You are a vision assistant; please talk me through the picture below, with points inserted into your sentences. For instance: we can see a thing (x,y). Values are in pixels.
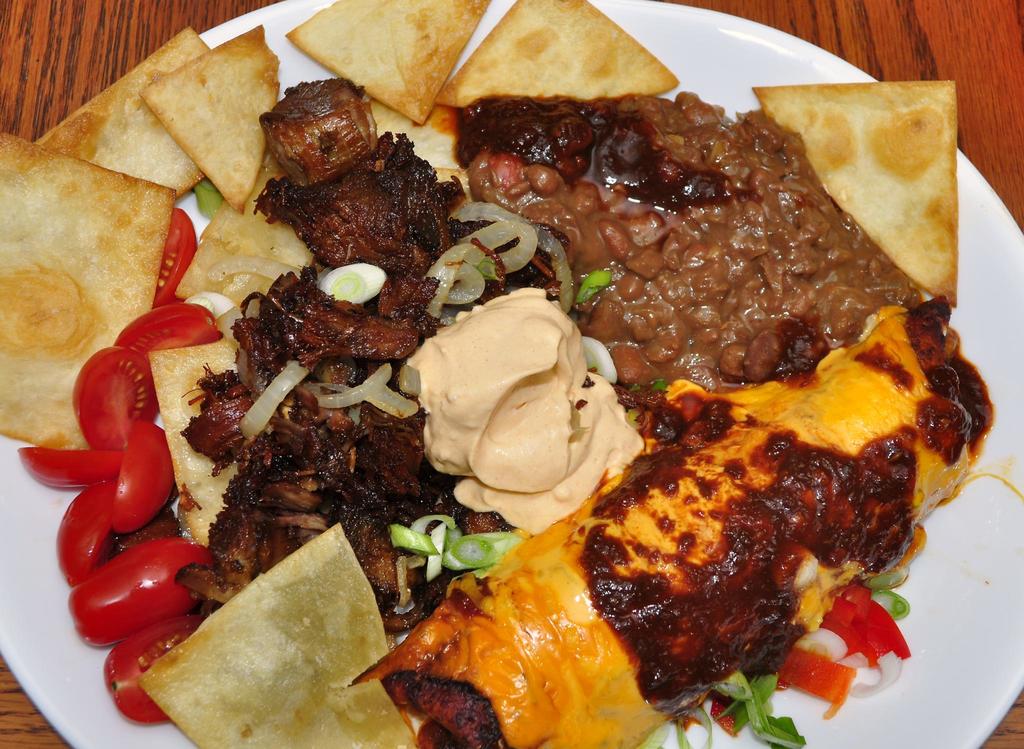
In this image there is a plate (16,606) on the table (13,704). In the plate (45,628) there is food (499,355) like tomato pieces (109,454), meat pieces (321,323), onion slices (367,397) and chips (503,95). In the middle (478,327) there is a cream (467,435).
